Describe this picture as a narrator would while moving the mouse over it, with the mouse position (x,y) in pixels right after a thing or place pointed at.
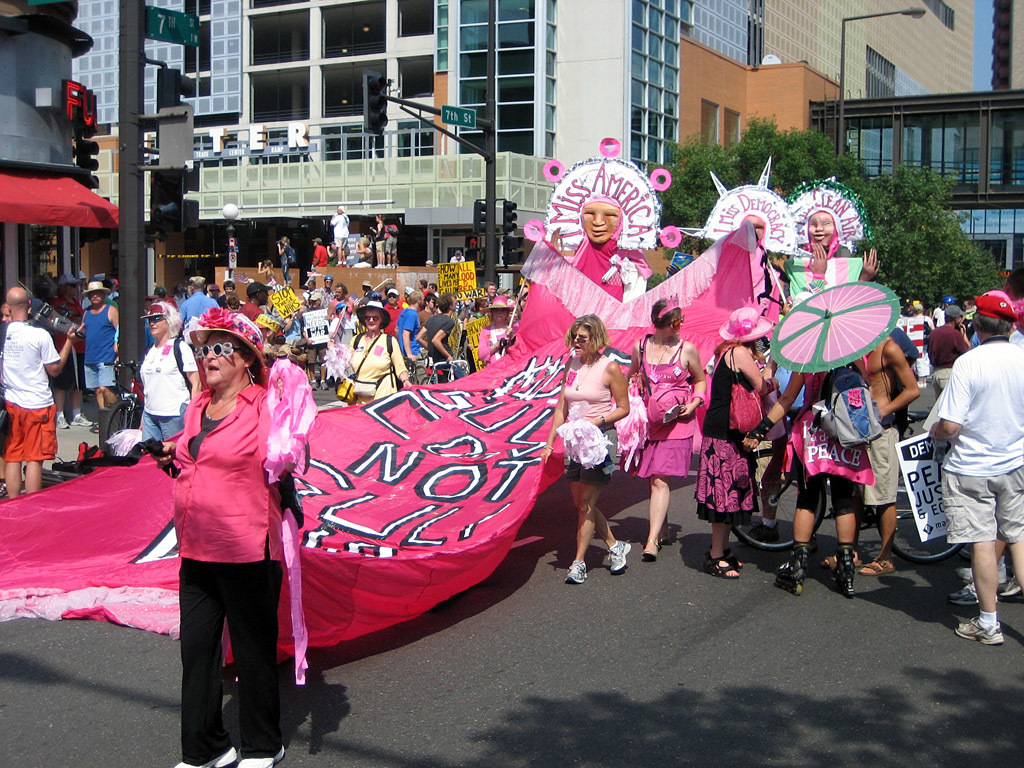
In this image I can see group of people (206,401) some are standing and some are walking. I can also see a pink color banner (499,423), background (544,209) I can see few statues (562,189), traffic signals (380,81), buildings (554,99) in white, brown and cream color and I can also see few stalls (15,260).
